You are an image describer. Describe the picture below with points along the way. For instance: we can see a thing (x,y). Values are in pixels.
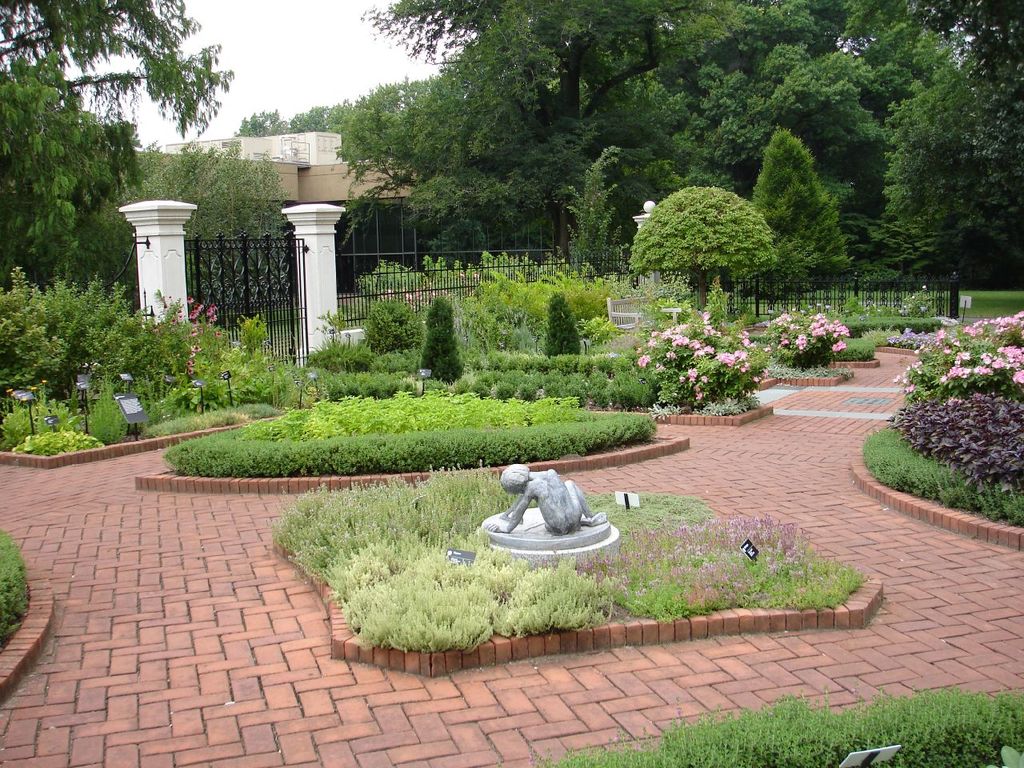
In this picture we can see some plants (445,446), shrubs (516,575), flowers (605,563) and a statue (565,513) in the front (565,514), in the background (420,254) there is a house (323,152), trees (343,157) and grass (1002,295), we can see a gate (298,276) and fencing panel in the middle (420,290), there is the sky (290,56) at the top of the picture (296,51).
